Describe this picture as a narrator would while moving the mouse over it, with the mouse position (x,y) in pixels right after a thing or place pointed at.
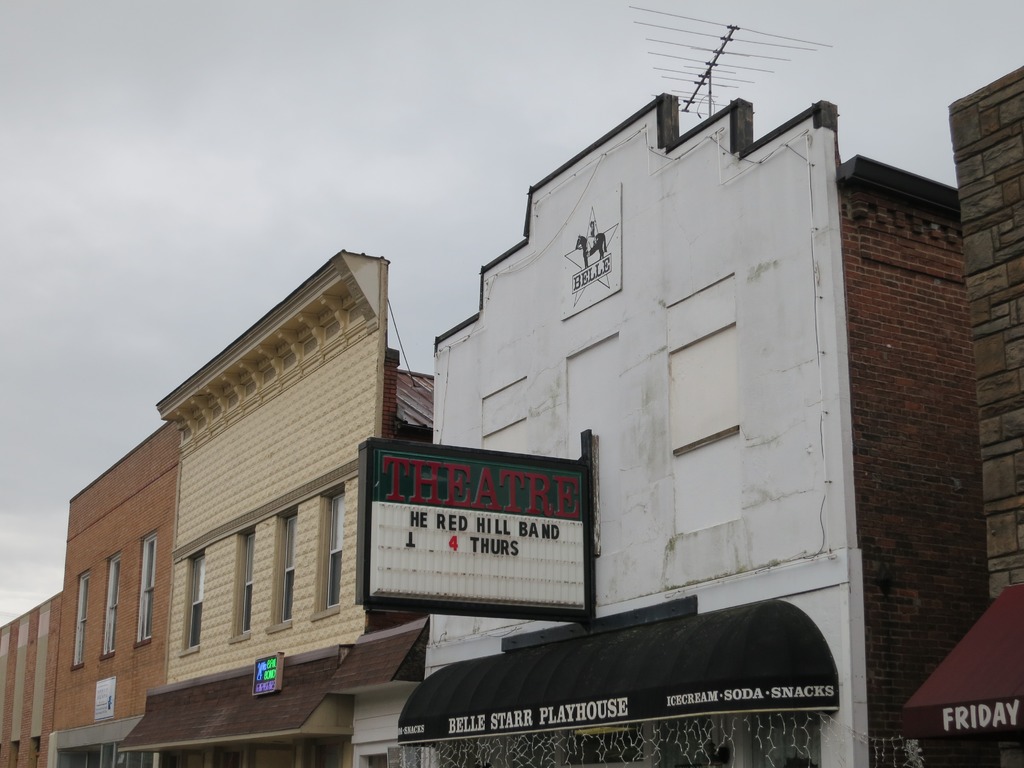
In this picture there are buildings (350,262) with windows (295,601) and boards (526,486). On the board (422,524), there is some text (531,533). On the top (486,180), there is a sky (791,81).
